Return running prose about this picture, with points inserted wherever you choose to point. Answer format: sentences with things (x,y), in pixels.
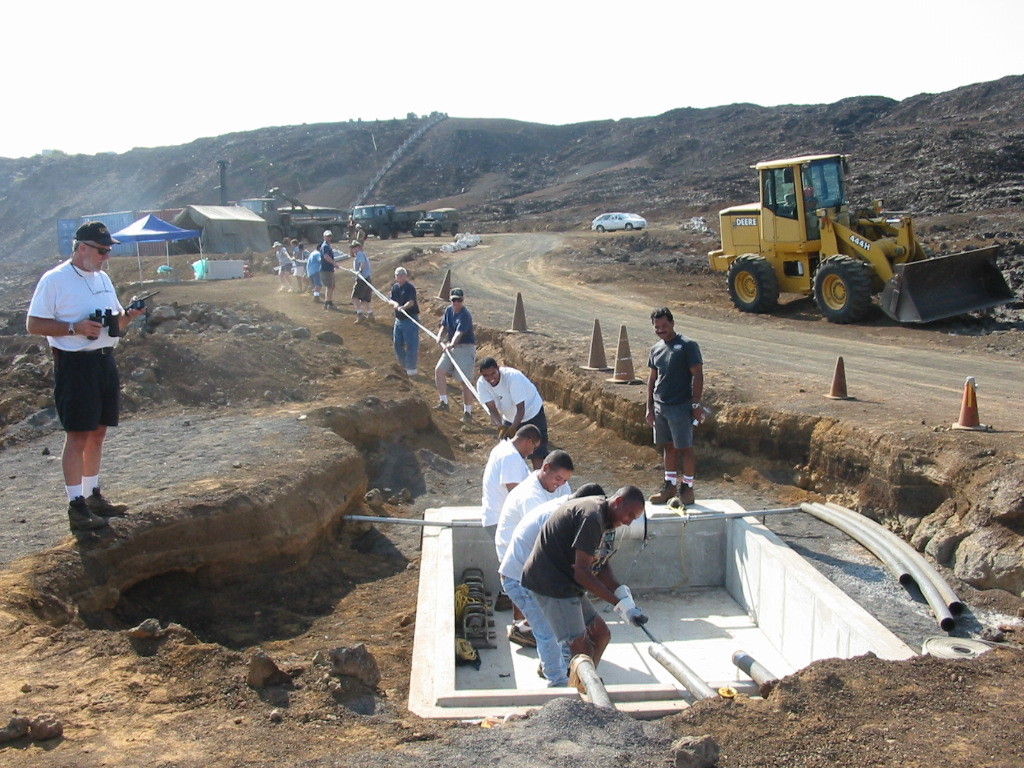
In this picture we can see people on the ground (228,496), here we can see traffic cones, vehicles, tents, pipes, some stones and we can see sky (745,89) in the background (765,78).
